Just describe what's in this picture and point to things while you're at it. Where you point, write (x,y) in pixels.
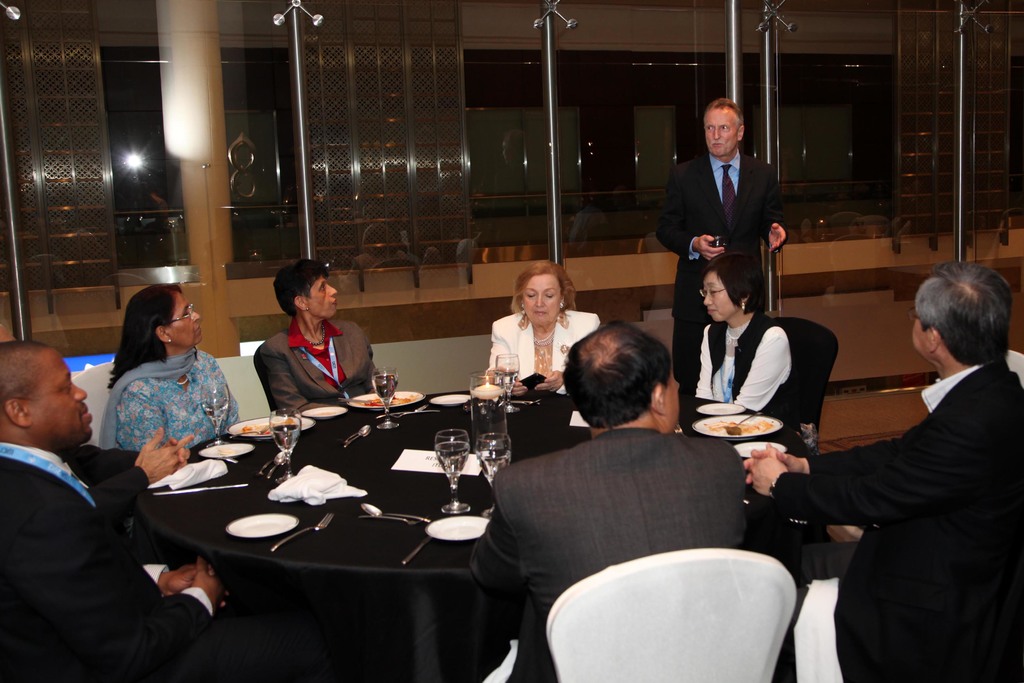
As we can see in the image there is a wall (921,112), window (592,122), few people (539,618) sitting on chairs (552,624) and there is a table (379,558) over here and on table (272,540) there are plates (272,527), spoons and glasses (275,434).
